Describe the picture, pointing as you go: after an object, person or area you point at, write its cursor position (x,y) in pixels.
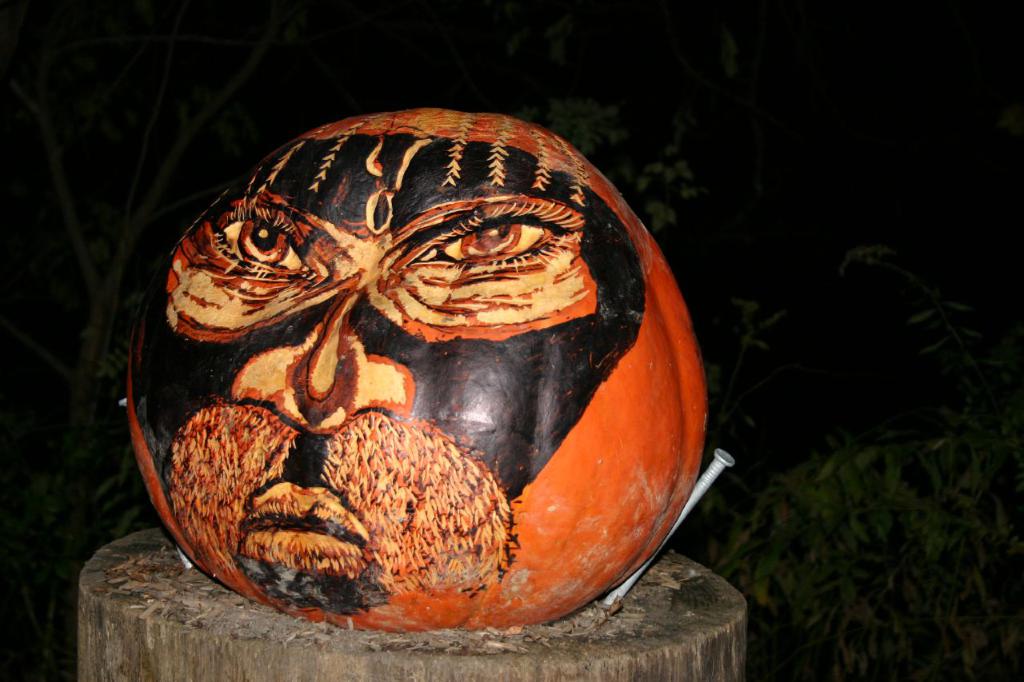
In the picture I can see a painting (414,412) on the pumpkin (513,402) which is placed on the wooden log (658,628). Here I can see the nails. The background of the image (13,186) is dark.
